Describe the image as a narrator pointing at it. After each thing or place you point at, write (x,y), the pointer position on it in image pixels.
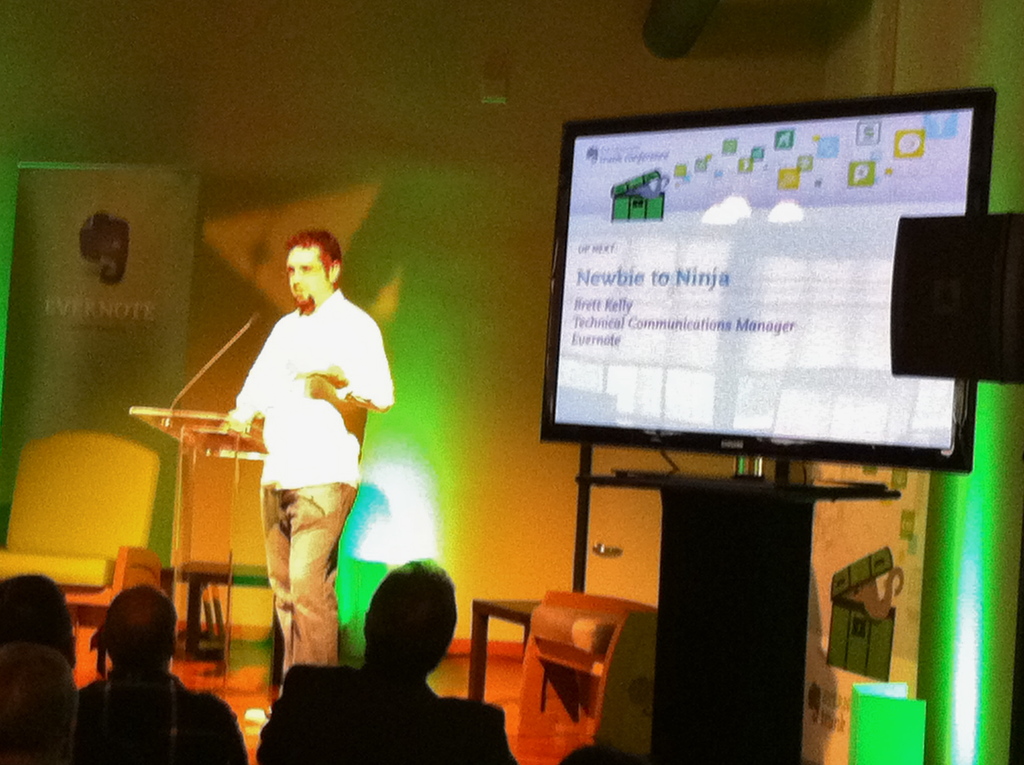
On the left side of this image (297,380) there is a man (290,405) standing in front of the podium (188,441). At the bottom (425,723) there are few people (112,740) facing towards the back side (326,724). On the right side (698,200) there is a monitor (745,363) which is placed on a table (737,536). On the screen (676,251), I can see some text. In the background (506,200) there is a wall (506,177) and a banner (84,337).
